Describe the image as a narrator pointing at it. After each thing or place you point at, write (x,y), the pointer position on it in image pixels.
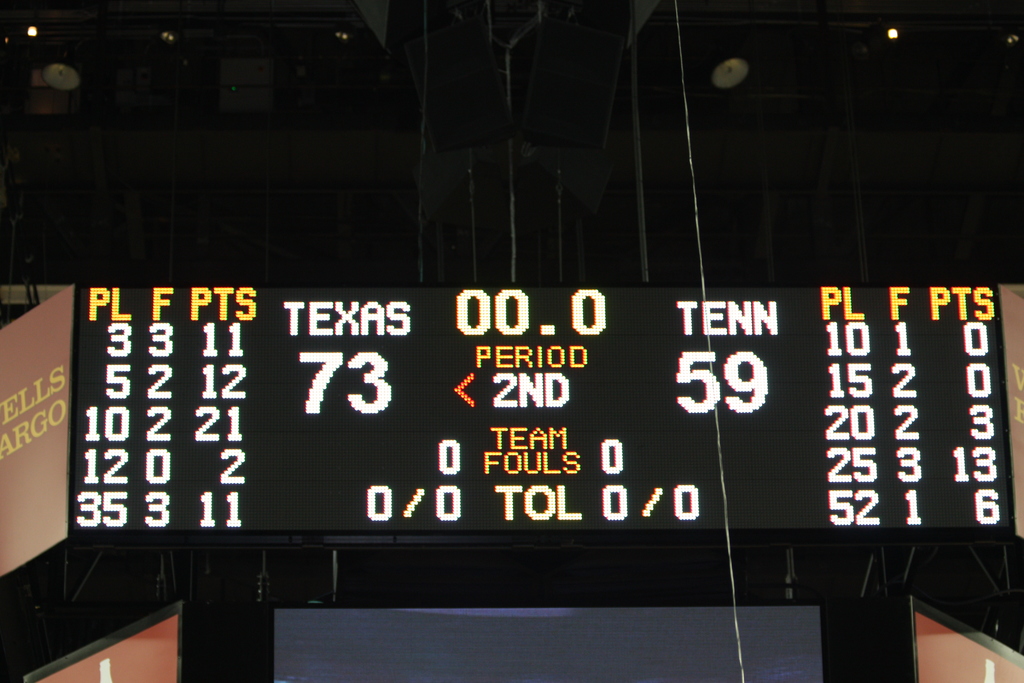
In this image we can see a board (529,421) with text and numbers (202,414) and a dark background (899,213).
